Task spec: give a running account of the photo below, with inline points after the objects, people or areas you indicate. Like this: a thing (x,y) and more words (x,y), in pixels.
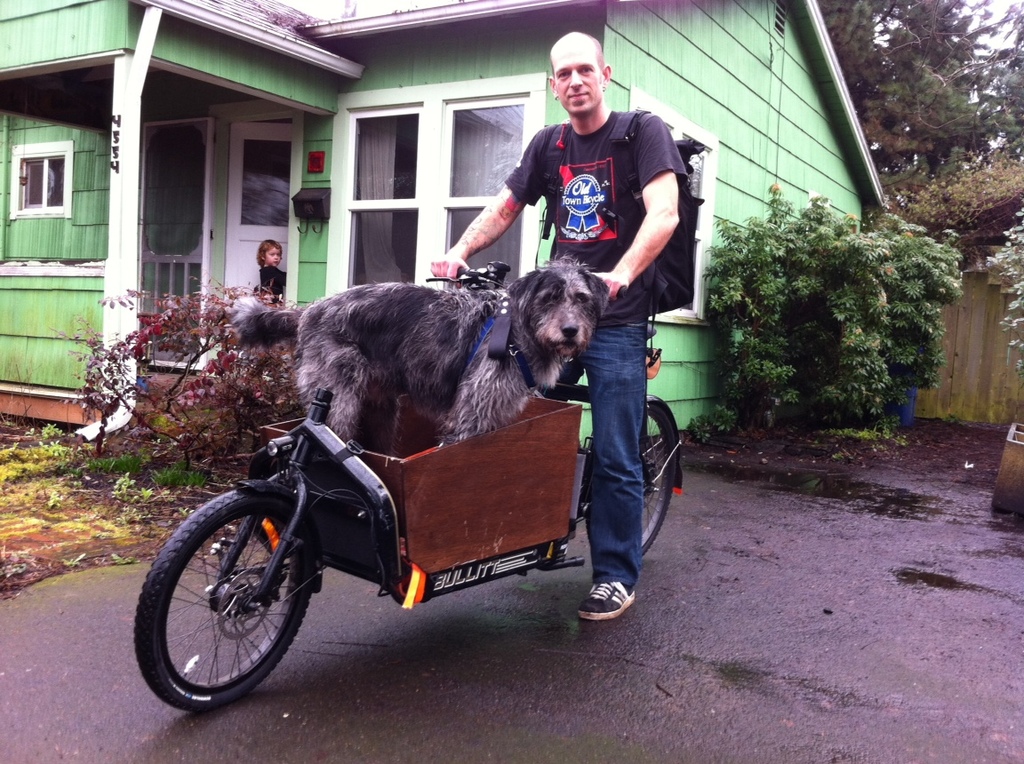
In this picture we can see man (585,172) standing and holding bike (314,520) with his hand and in front of him there is a dog (465,428) on box (418,465) and in background (403,187) we can see house (354,167) with window (372,171) and a girl (260,252) standing, tree (212,366), wall (960,336).
